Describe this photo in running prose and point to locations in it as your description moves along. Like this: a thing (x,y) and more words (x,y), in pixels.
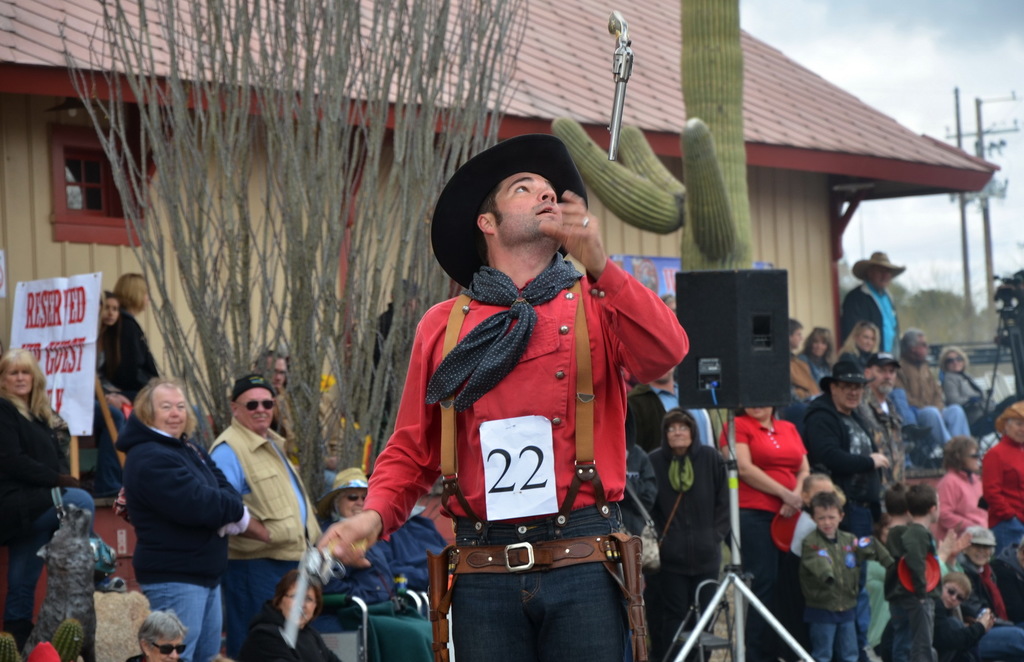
In this image In the foreground (545,176) I can see a person (573,189) and in the background (748,310) I can see the stand (768,351) and crowd of people (753,457) and plant (248,72) and house (668,58), in the top right (936,55) I can see the sky (966,111) and poles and trees (944,304) visible.
